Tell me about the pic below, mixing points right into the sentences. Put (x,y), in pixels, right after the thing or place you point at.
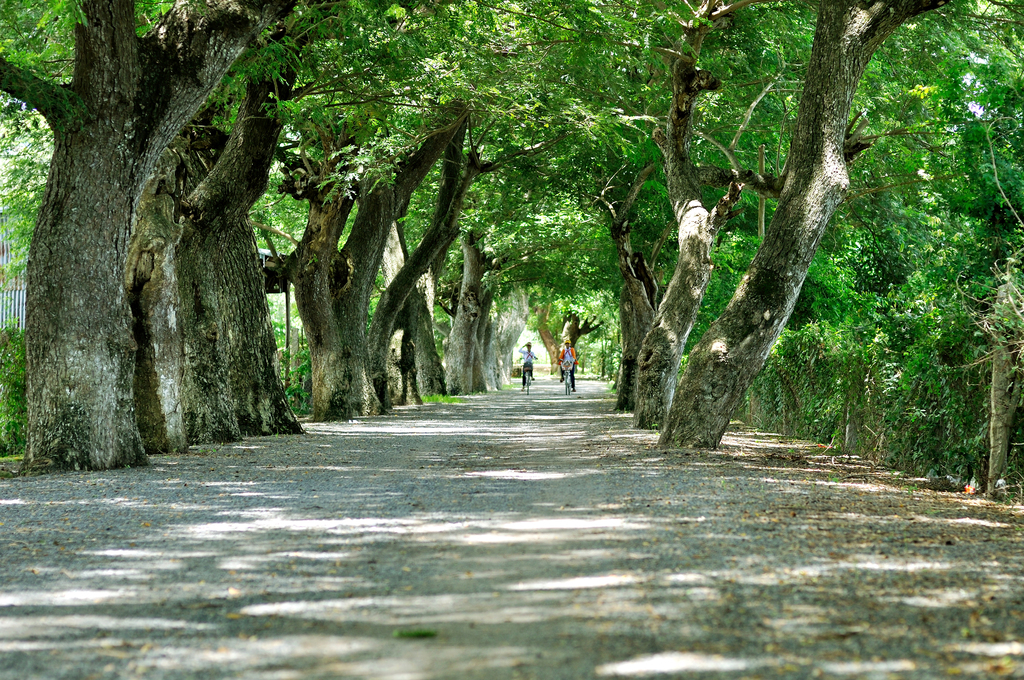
In this picture we can see two people (561,356) are riding on the bicycles (526,375). We can see a few trees (403,286) on both sides of the path (563,407).
